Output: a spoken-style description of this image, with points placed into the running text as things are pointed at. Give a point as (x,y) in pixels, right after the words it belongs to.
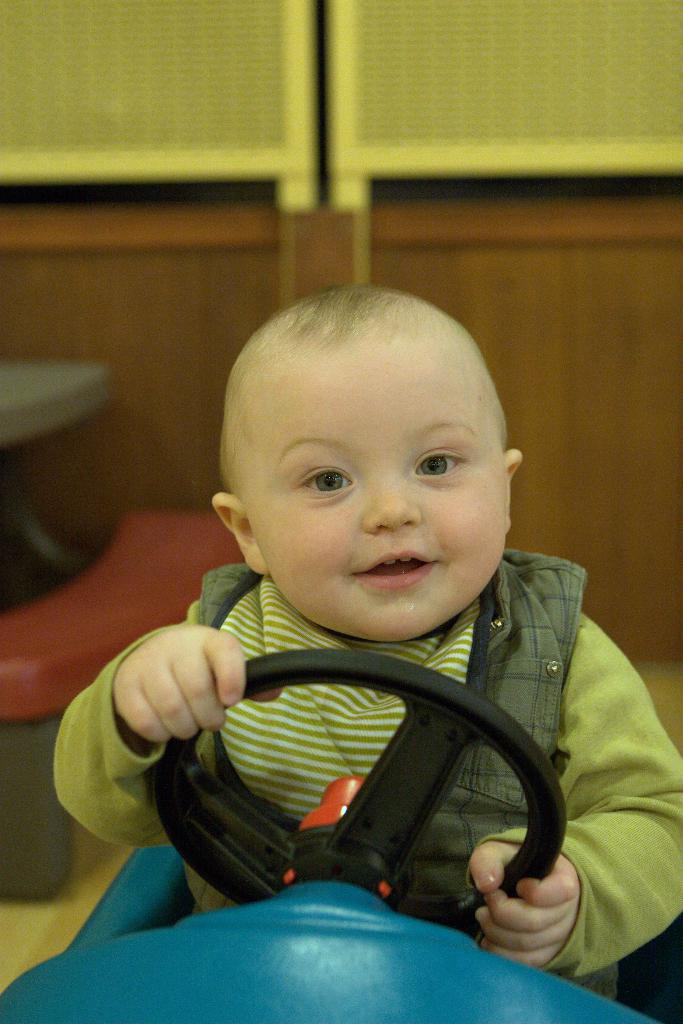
A person (351,490) is sitting in a toy car (364,975) holding steering (222,808).
